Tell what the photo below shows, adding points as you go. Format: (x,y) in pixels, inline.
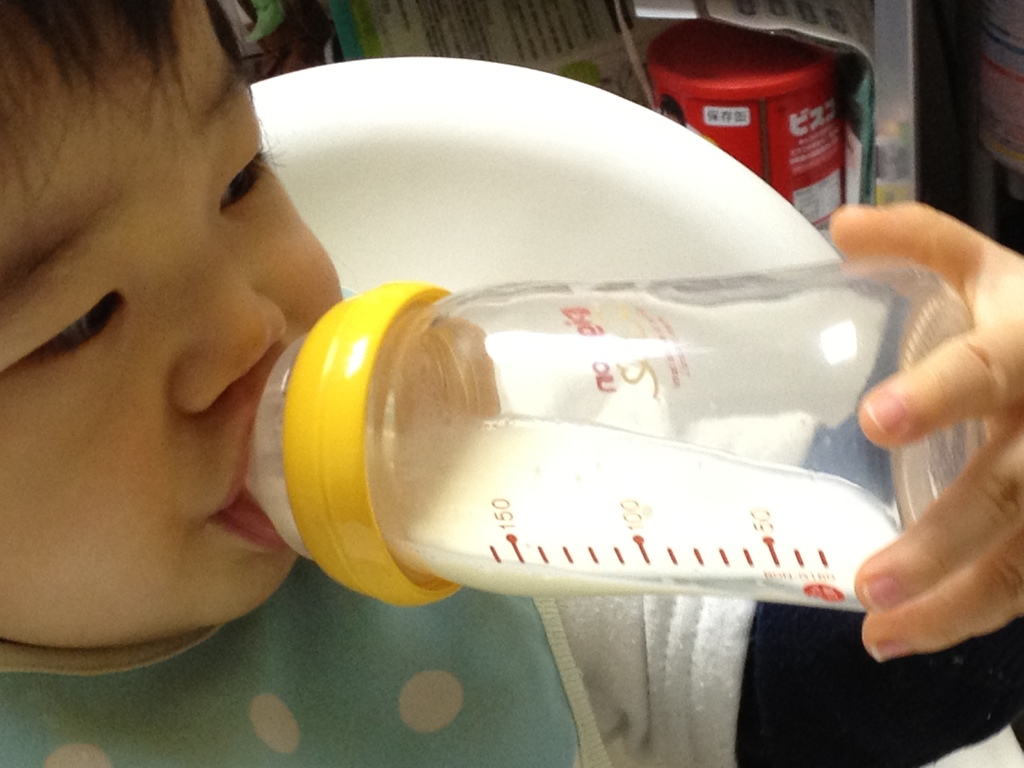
In this picture there is a baby (225,497) drinking the milk (820,507) in the bottle (422,418) and the background there is a chair (693,251), box (676,68).
